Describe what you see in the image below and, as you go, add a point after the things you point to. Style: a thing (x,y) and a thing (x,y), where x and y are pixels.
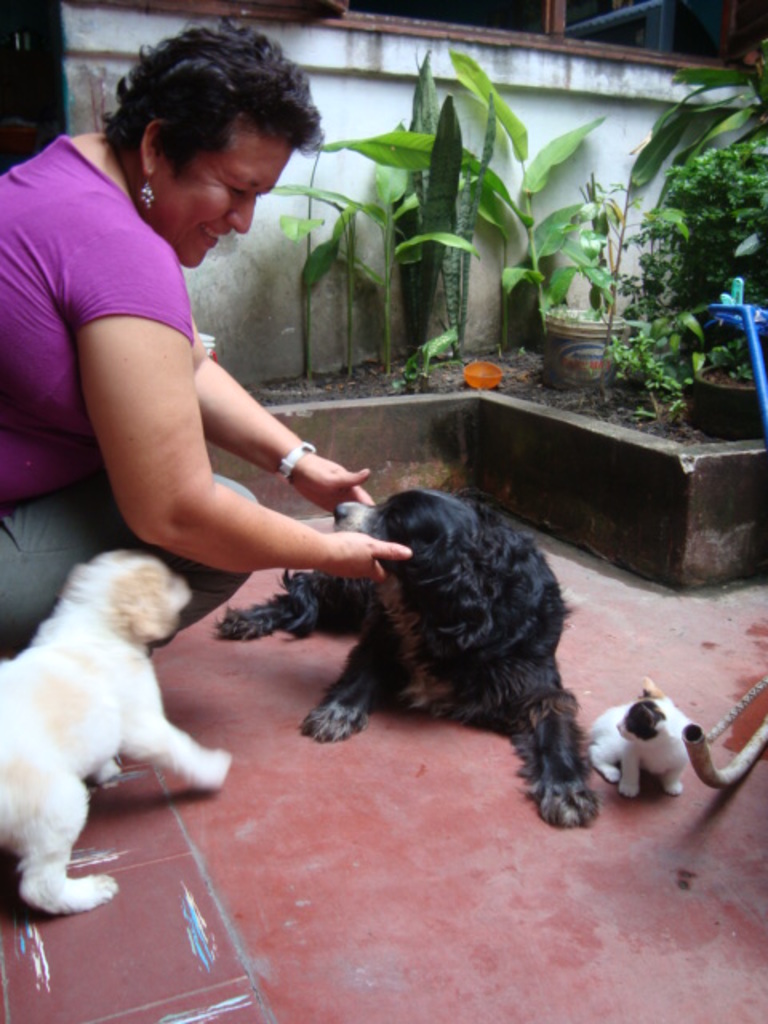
The woman (135,345) in purple T-shirt (40,247) who is in squat position is holding the face (443,499) of the dog (342,518). She is smiling. In front of her, we see a black dog (447,615) and a kitten (668,760). Beside her, we see a white dog (113,690). Behind her, there are plants (384,183) and a wall (360,115) in white color.
